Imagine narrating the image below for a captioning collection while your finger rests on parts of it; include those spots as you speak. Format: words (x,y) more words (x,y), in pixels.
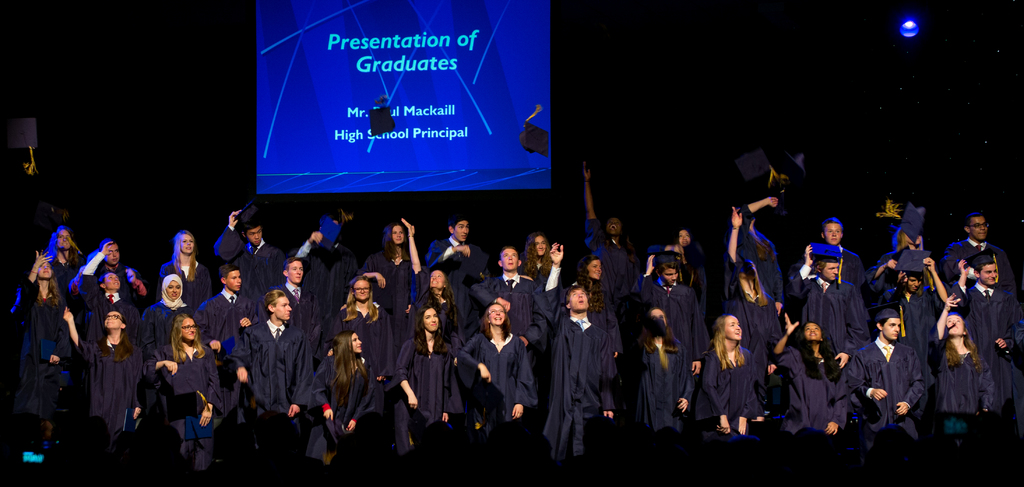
In this image there are many students (612,306) wearing gowns (291,362). Few of them are throwing caps (802,171). In the background (483,153) there is screen (420,92). The background (677,111) is dark.
